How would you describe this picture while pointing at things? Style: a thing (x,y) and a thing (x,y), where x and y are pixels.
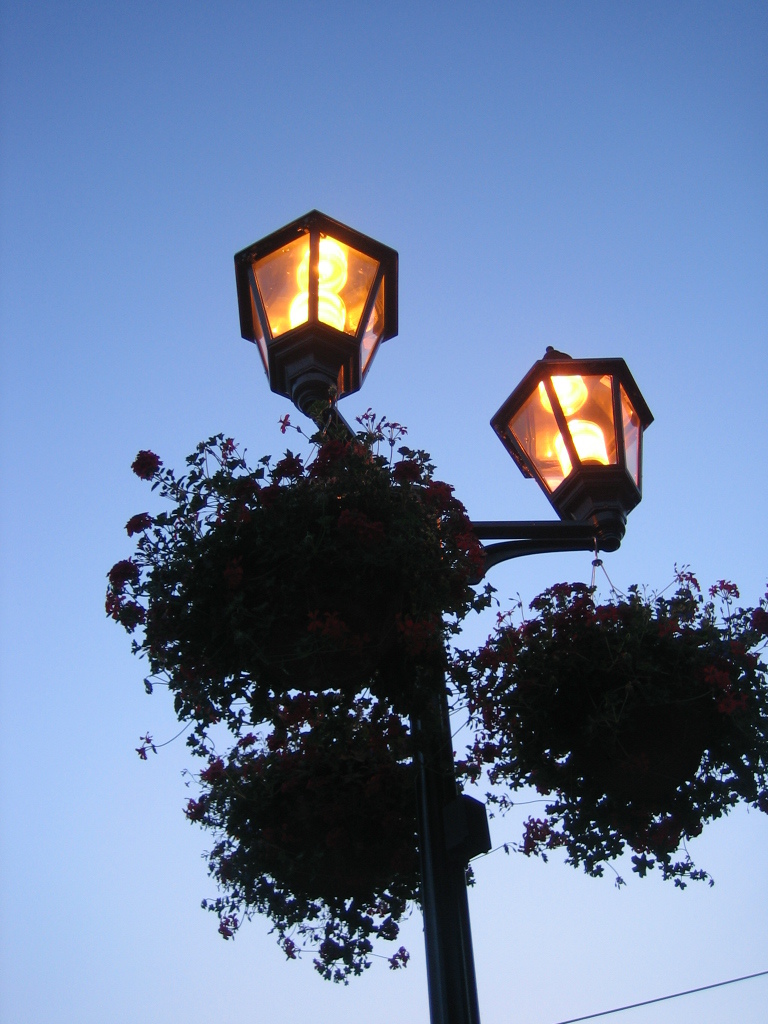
In the image there is a pole (440,986) with lamps (553,466) and pots (709,726) with plants (543,635) and flowers (155,466). In the background (244,178) there is a sky (102,774).
